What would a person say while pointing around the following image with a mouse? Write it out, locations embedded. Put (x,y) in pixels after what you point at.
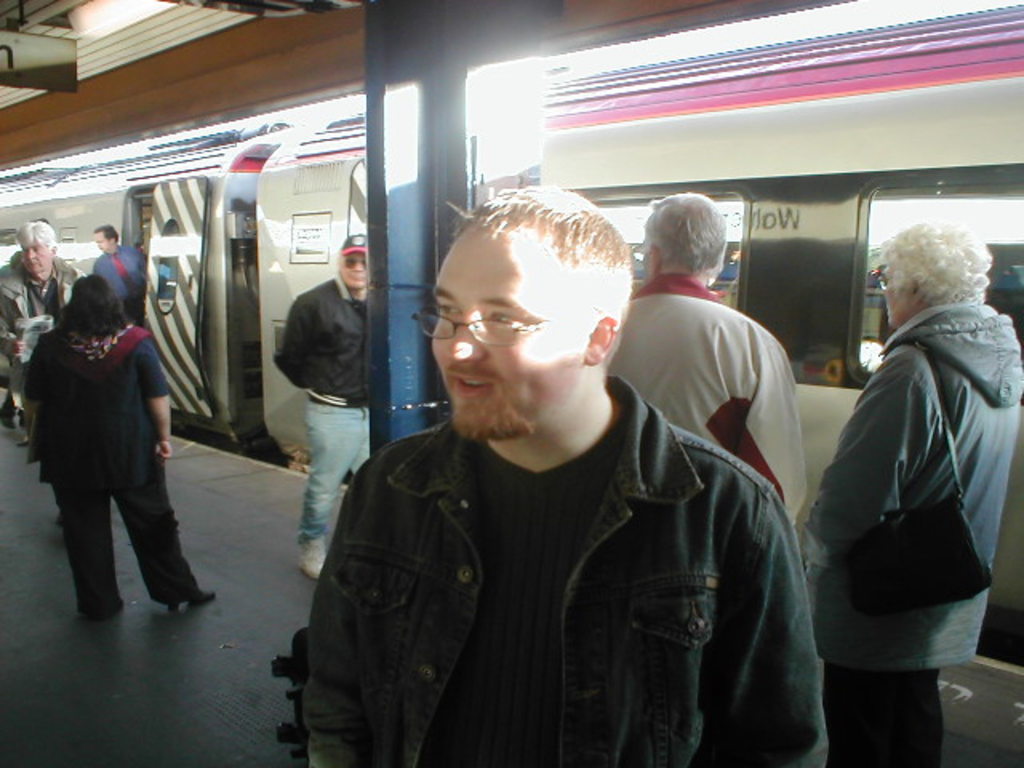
There are few people (145,446) standing. I think this is the platform (237,514). Here is the train (180,251). This looks like an iron pillar (423,185). I think this is a board (32,76).
